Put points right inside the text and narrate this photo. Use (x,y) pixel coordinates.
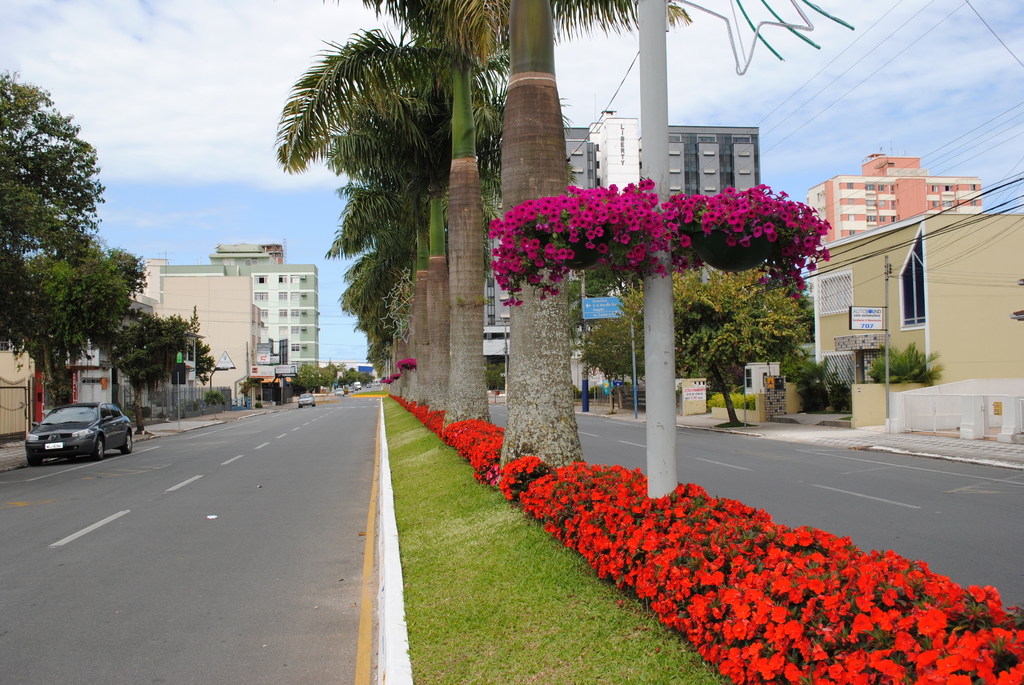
In this picture we can see some grass (452,529) and a few red flowers (568,490) on the path (392,497). There are pink flowers (515,271) around a pole (646,336). We can see a few plants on the path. There are vehicles (81,418) on the road (325,414). We can see some boards (268,374) on the poles (281,377), trees (65,320) and wires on top (972,215). Sky (867,148) is blue in color and cloudy.
